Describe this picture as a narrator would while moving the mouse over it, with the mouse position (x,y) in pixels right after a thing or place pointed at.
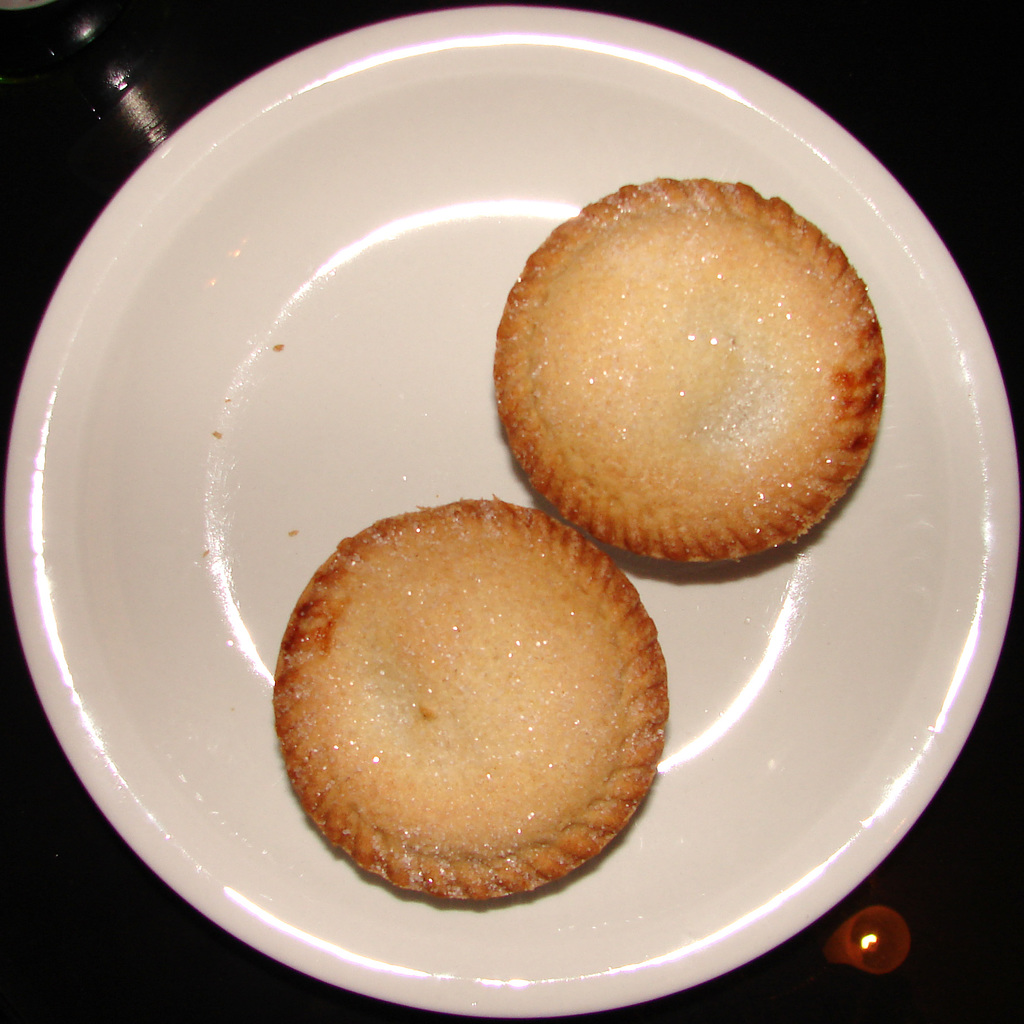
In this image there is a table (119,973) and we can see a plate (383,930) containing cookies (560,704) placed on the table (839,971).
